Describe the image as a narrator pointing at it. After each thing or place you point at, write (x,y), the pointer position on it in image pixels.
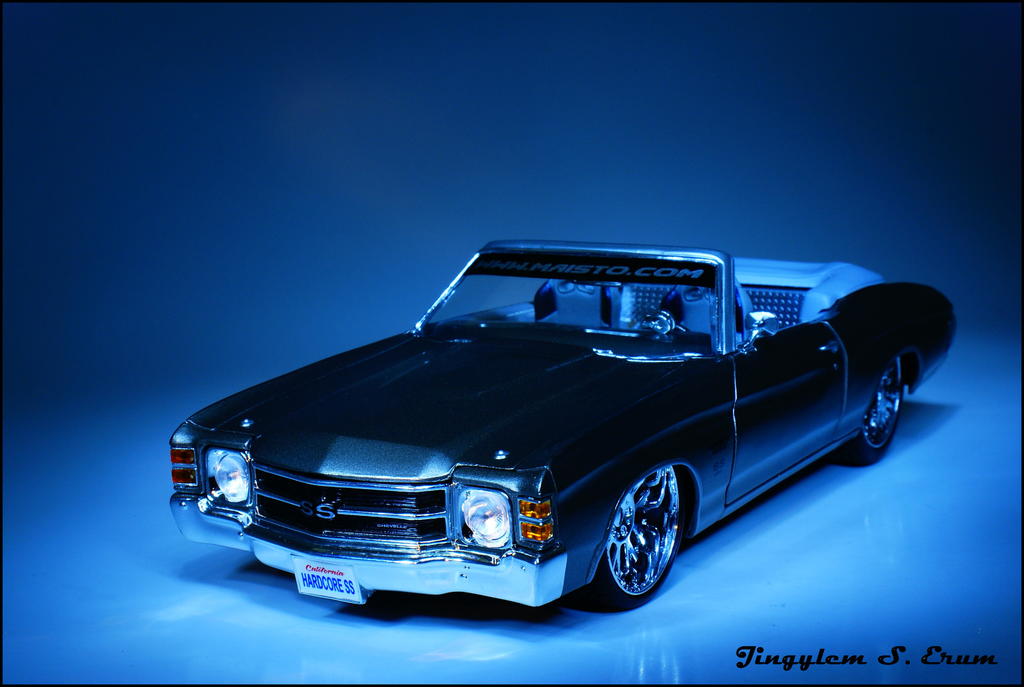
This picture seems to be clicked inside. In the center (613,277) there is a car (866,344) seems to be parked on the ground (351,624) and we can see the text (534,265) on the windshield (555,274) of the car (508,299). In the bottom right corner (774,654) there is a text (960,663) on the image.
